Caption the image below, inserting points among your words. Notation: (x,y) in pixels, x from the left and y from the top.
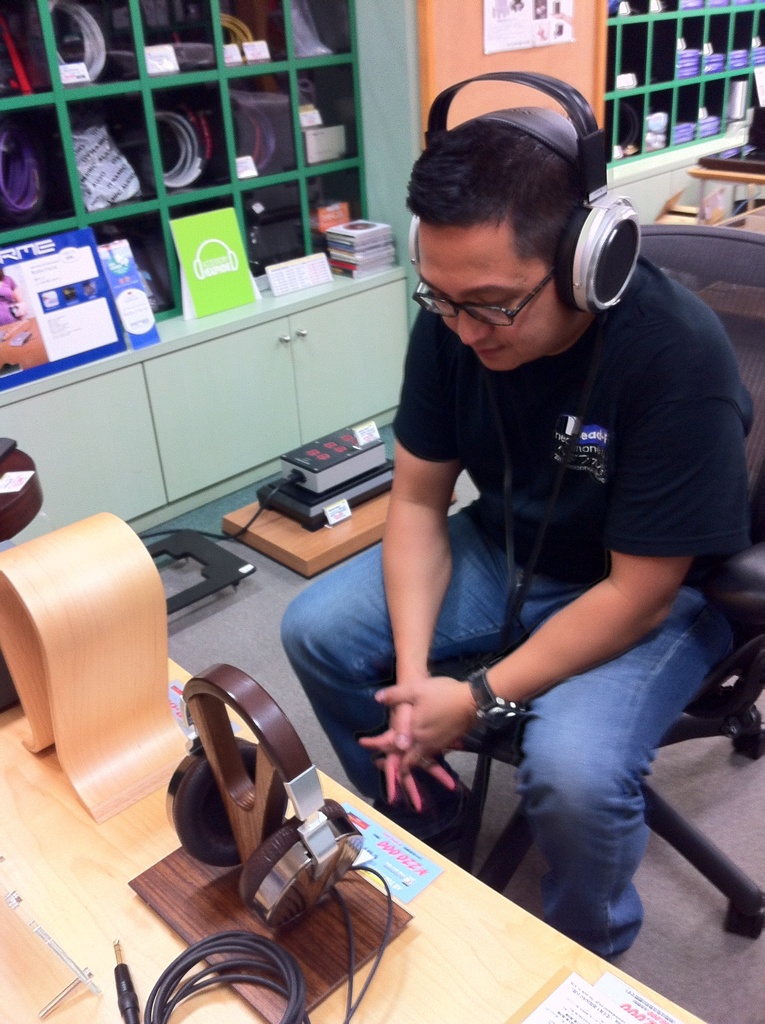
In this picture we can see a man (371,563), he is seated on the chair (729,555), and he wore a headset (590,242), in front of him we can find headphones (246,881), papers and other things (117,972) on the table (140,852), beside to him we can see few other things (227,226) in the racks (239,185).
